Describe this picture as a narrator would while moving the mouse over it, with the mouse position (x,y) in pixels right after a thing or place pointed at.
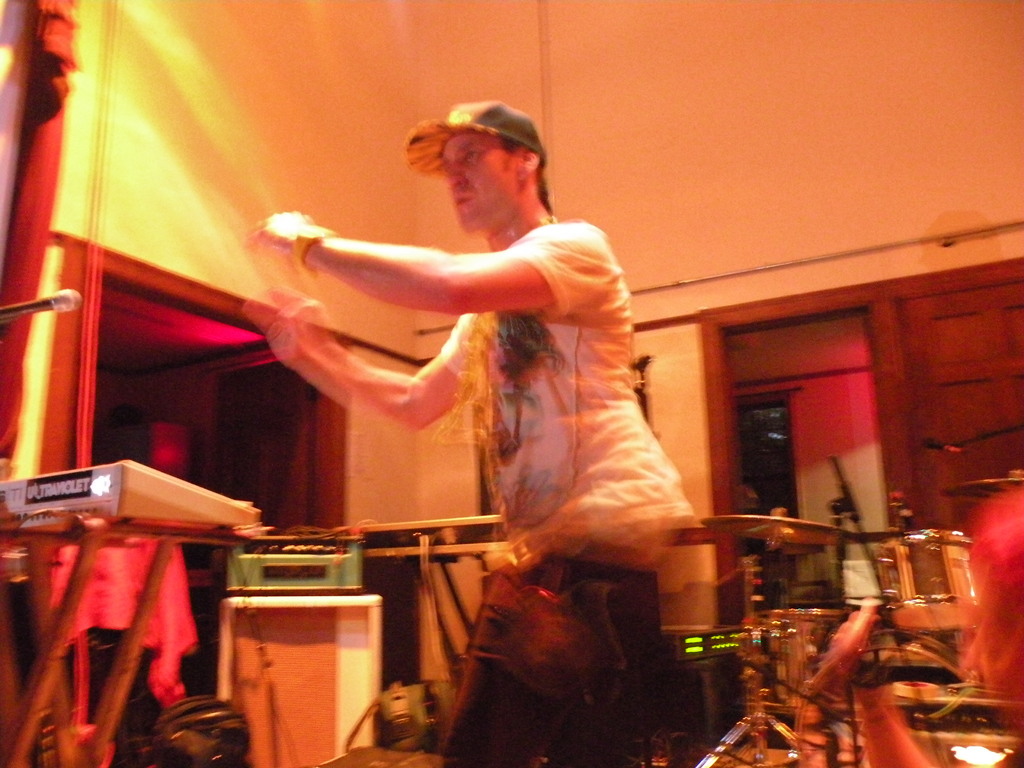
In this image I can see a person (574,377) standing. Back I can see few musical instruments (820,716) on the table (168,551) and a wall (291,145).
